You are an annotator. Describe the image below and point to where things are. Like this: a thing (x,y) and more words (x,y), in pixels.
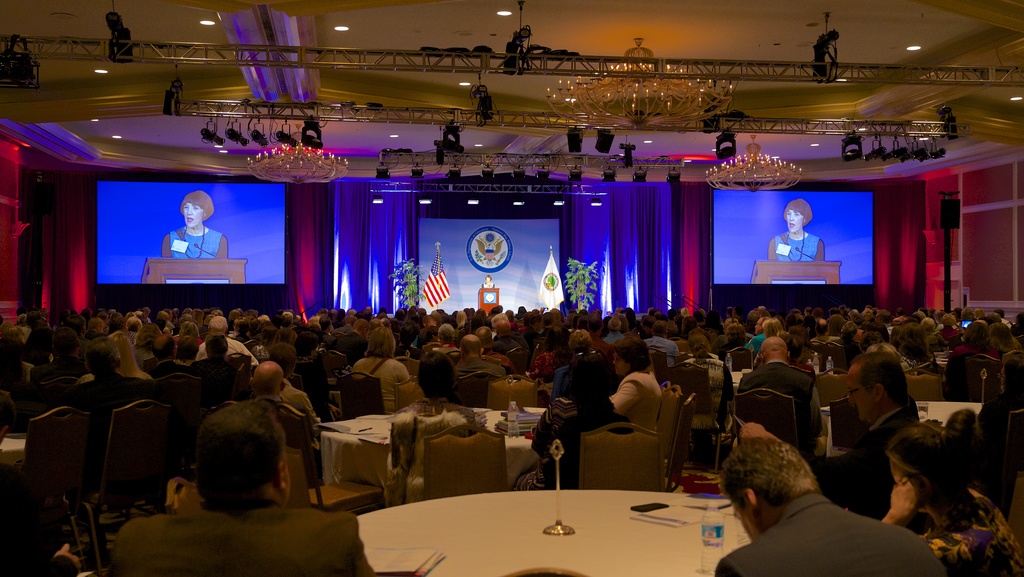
In the image we can see there are people (913,340) who are sitting on chairs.
